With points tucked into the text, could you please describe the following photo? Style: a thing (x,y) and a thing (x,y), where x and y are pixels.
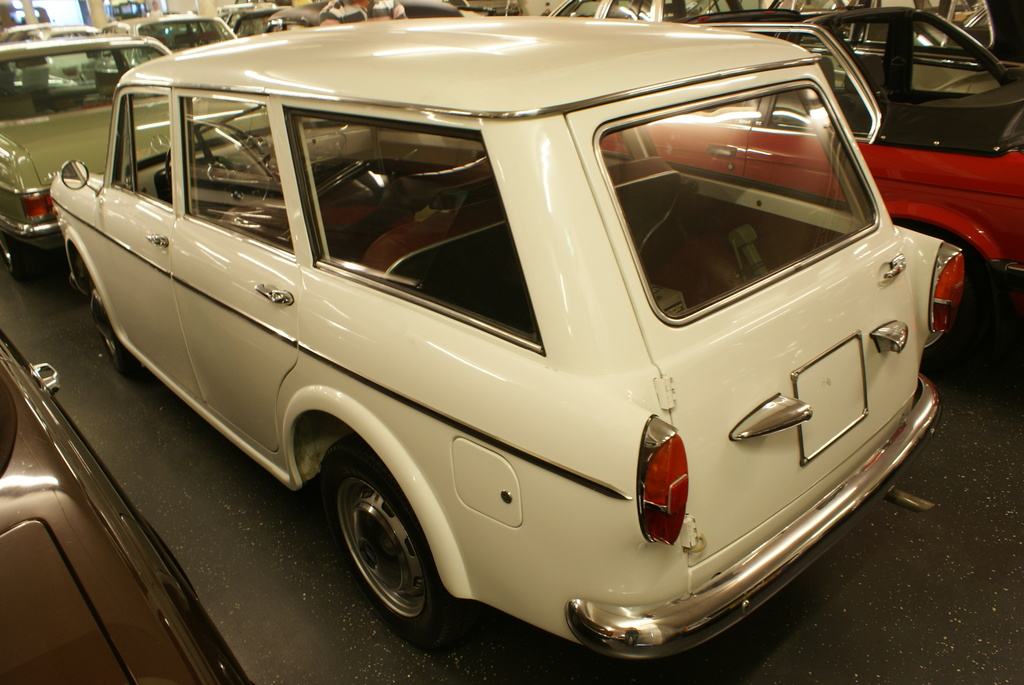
In the picture it looks like a car showroom (939,186) there are a lot of cars (237,281) displayed in the showroom (73,300) every car (519,397) is of different model and different color.
